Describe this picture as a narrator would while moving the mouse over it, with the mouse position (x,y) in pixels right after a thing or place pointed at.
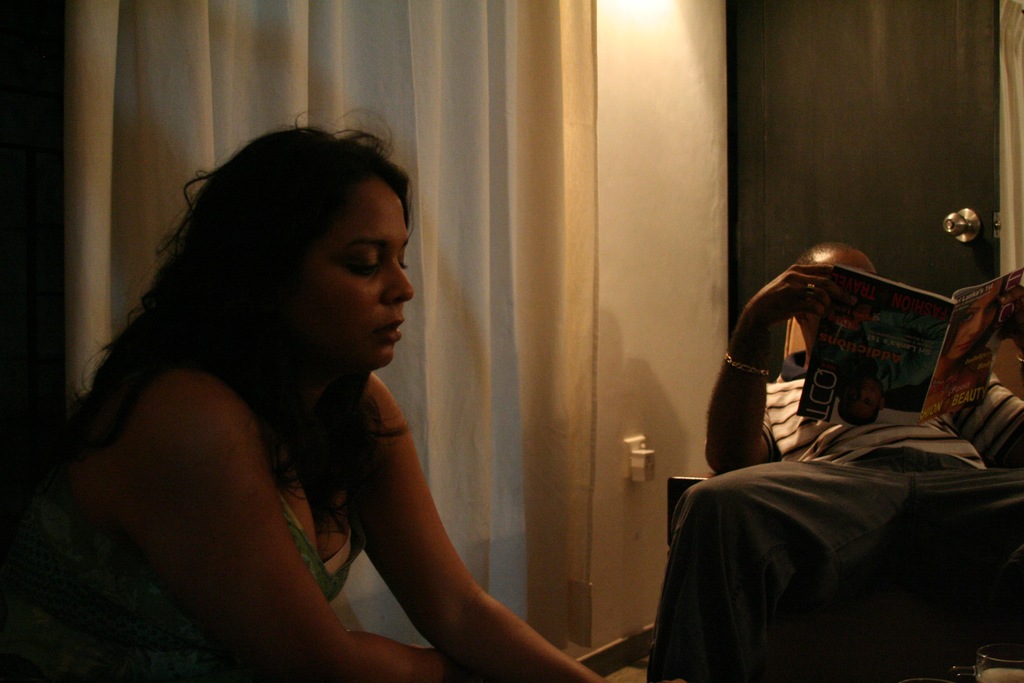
In this picture we can see a man (936,434) holding a book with his hands (1022,340) and in front of him we can see a woman (321,170) and in the background (541,407) we can see a door (893,87), curtain (568,235), wall (643,202), some objects (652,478).
